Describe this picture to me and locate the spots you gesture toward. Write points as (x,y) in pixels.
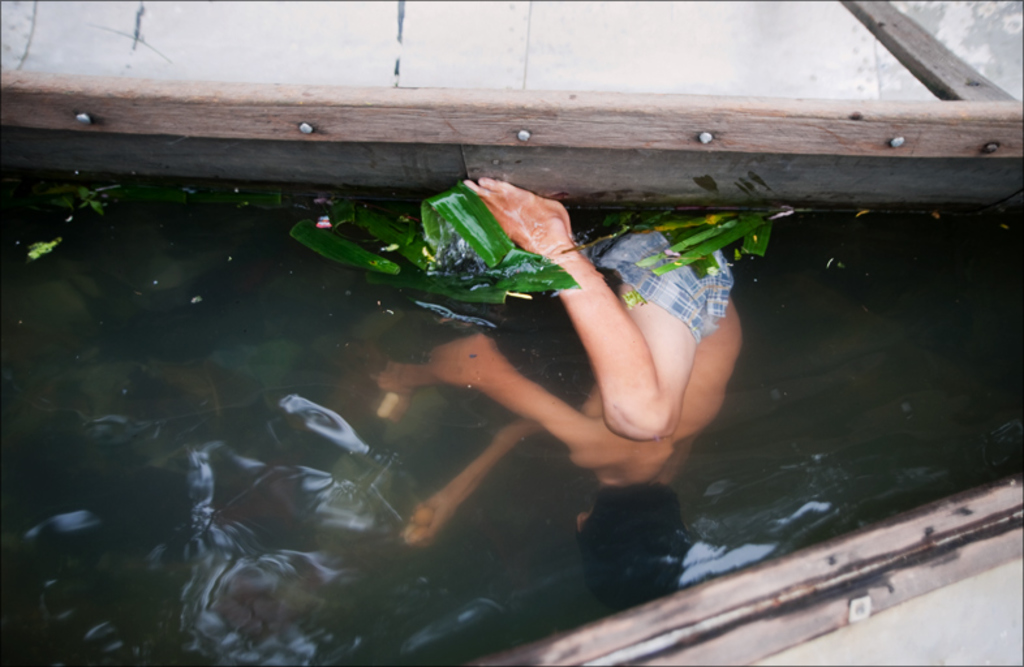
Here I can see a person (623,373) inside the water (394,463). On the water (394,463) few leaves (425,237) are visible. In the bottom right (875,604) there is an object (756,630) on the water (726,550). At the top of the image (412,44) there is a wooden object (303,94) which seems to be a boat (857,133).
